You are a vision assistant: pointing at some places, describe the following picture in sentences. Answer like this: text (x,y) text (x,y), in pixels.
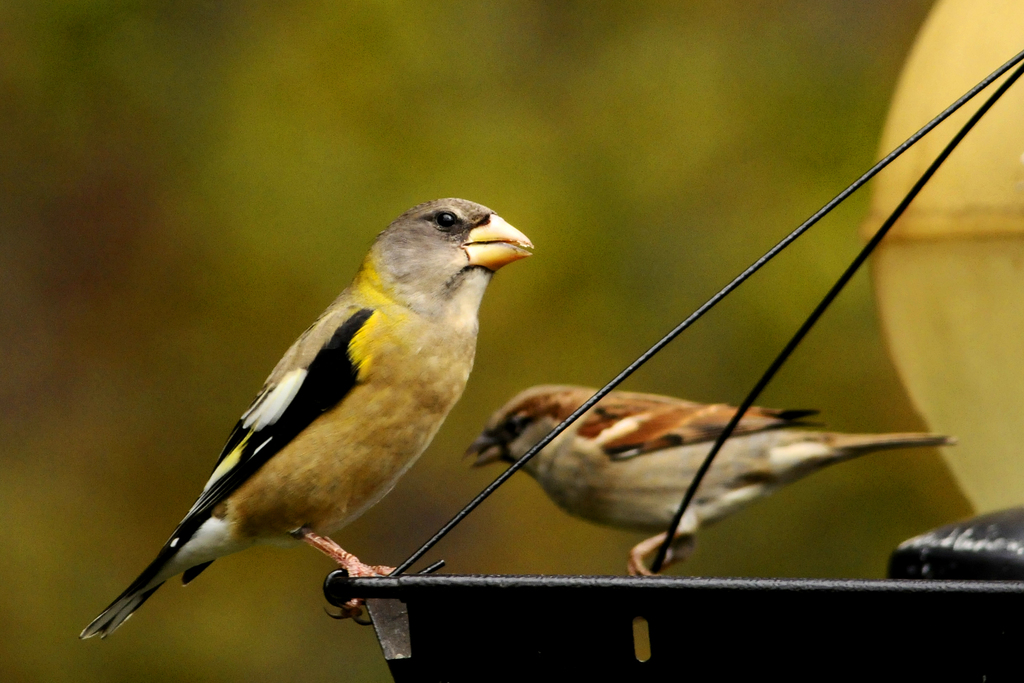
In this image two birds (703,493) are standing on a metal object (598,621). Right side (984,500) there is an object (973,397). Background (55,275) is blurry.
